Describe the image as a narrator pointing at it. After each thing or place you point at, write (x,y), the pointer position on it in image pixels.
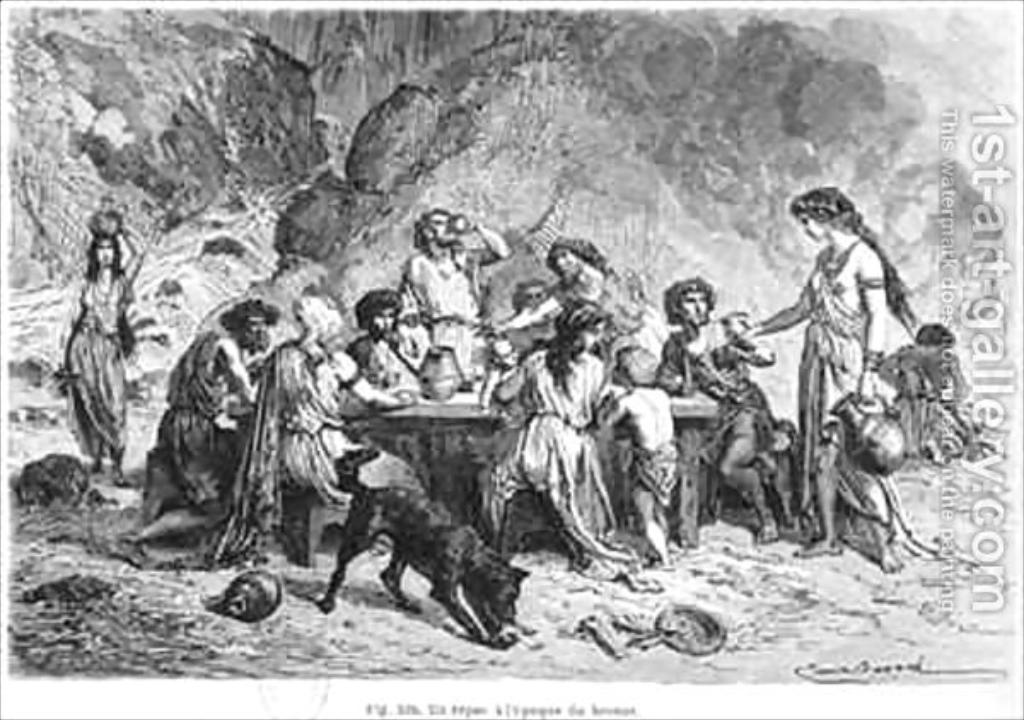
In this picture we can see an object (897,134) which seems to be the poster (786,697) on which we can see the pictures (454,420). In the center (563,464) we can see the group of people (172,418) seems to be sitting. On the right (860,222) there is a person (822,251) holding some object (861,431) and standing on the ground (924,504). On the left (117,281) we can see a person (106,249) holding an object (108,223) and walking on the ground (132,585) and we can see an animal (413,535) seems to be eating something and there are some objects (669,628) lying on the ground (81,578). In the background (114,152) we can see some other items (366,149) and we can see the text (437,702) on the image.
